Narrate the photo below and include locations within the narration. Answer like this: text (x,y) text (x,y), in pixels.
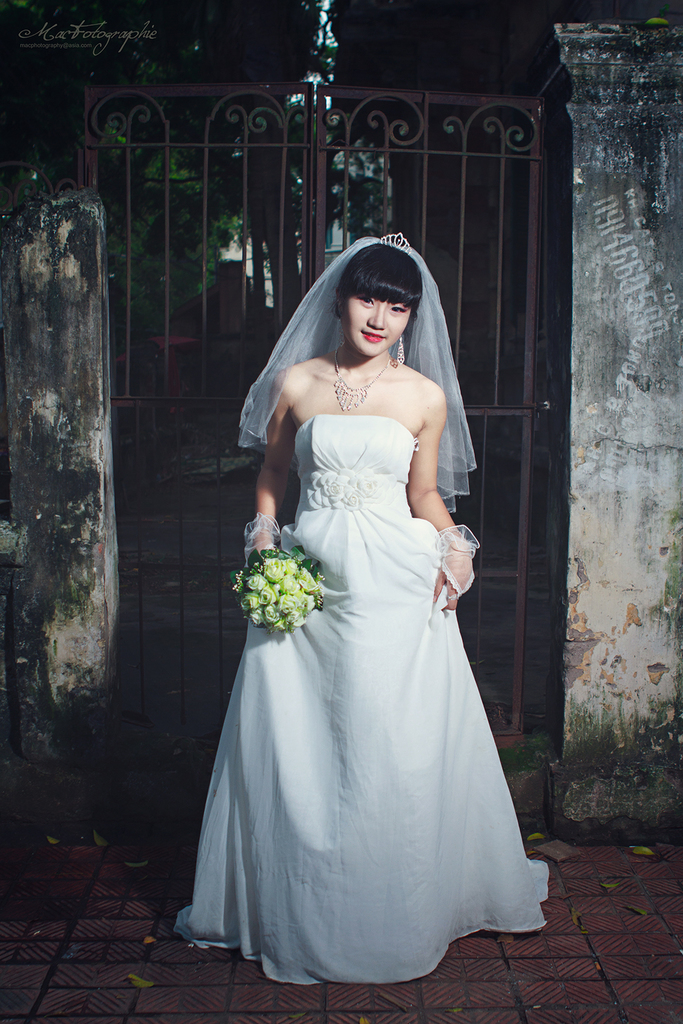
In this picture we can see a woman (354,521) in the white dress (346,743). She is holding a flower bouquet (299,605). Behind the woman (322,506) there is a gate (216,320), trees (223,239) and walls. On the image there is a watermark (156,31).
